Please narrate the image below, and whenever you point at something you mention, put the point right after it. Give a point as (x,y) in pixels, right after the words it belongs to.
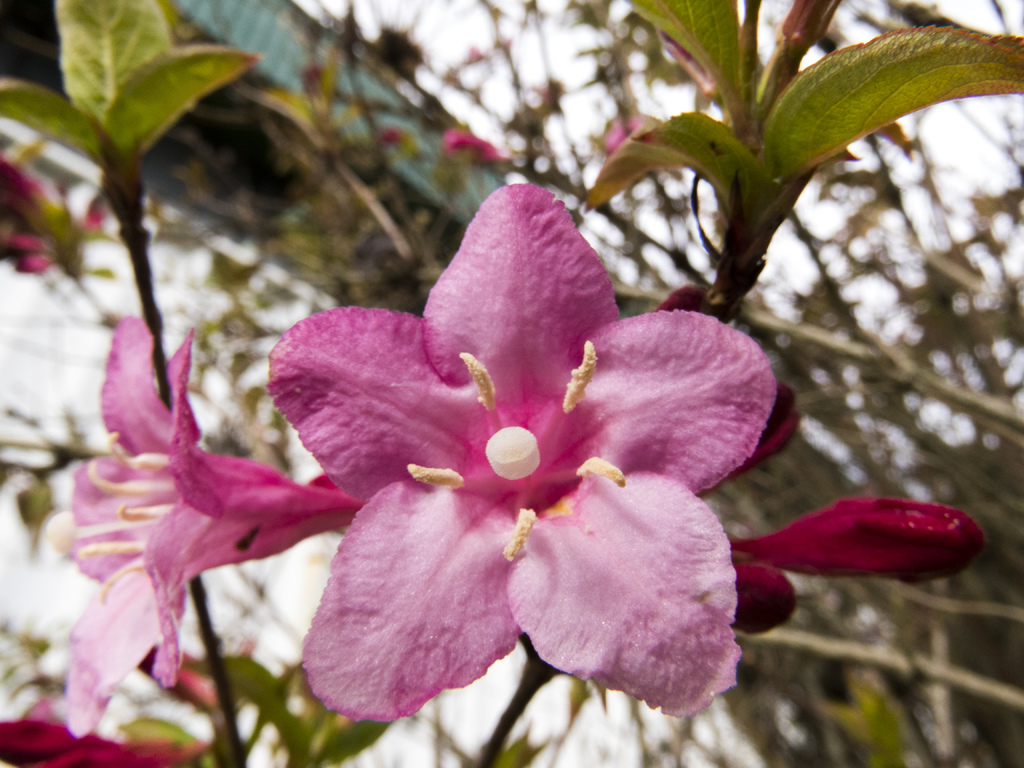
There are pink color flowers (369,483) present in the middle of this image (392,489). It seems like there are some plants (823,276) in the background (853,580).
